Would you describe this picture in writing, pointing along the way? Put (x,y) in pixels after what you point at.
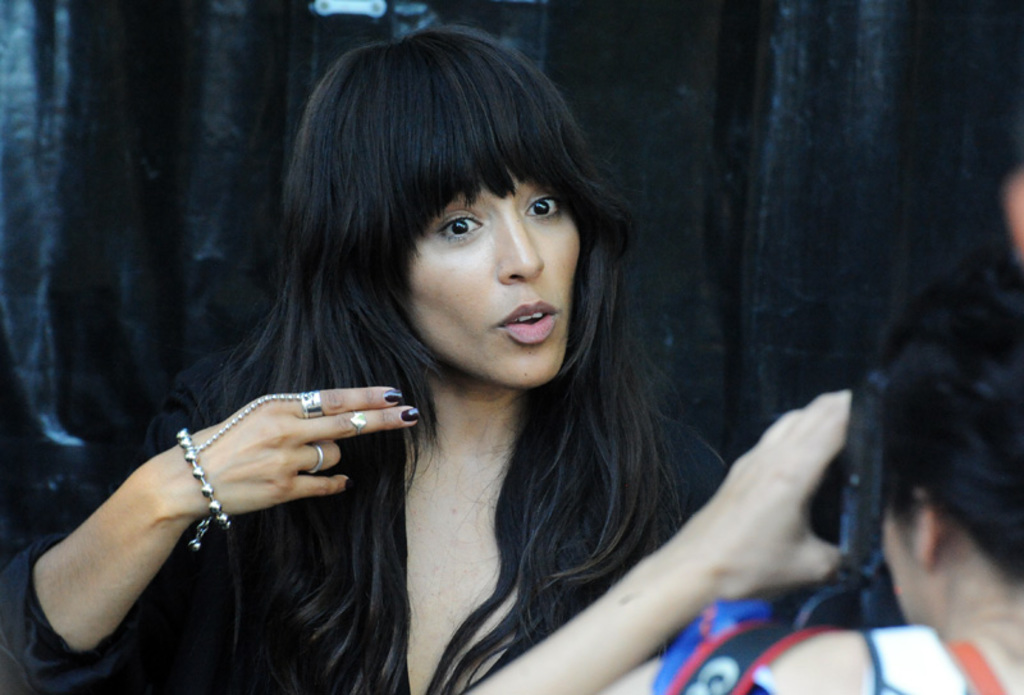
In this image, we can see two people (603,569). Here a person (899,566) is holding a camera (859,491). Background there is a black color.
